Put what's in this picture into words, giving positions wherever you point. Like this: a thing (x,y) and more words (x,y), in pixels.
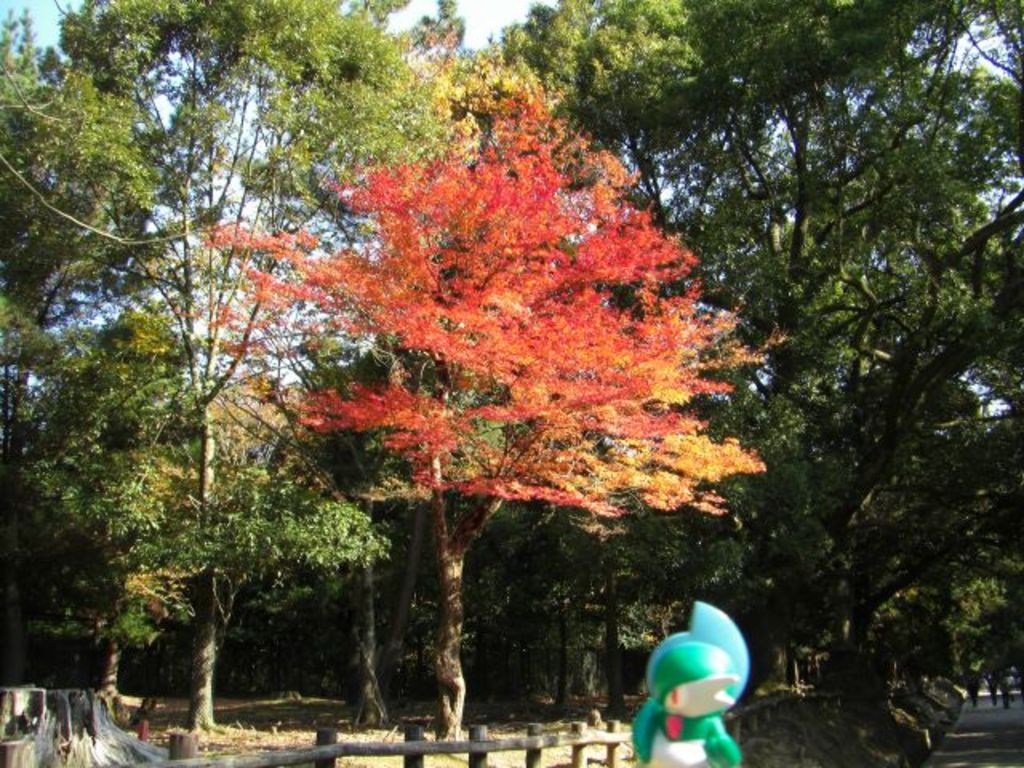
There is one object (685,682) at the bottom of this image (685,695), and there are some trees (546,552) in the middle of this image (402,443), and there is a sky (407,17) in the background (417,25).
